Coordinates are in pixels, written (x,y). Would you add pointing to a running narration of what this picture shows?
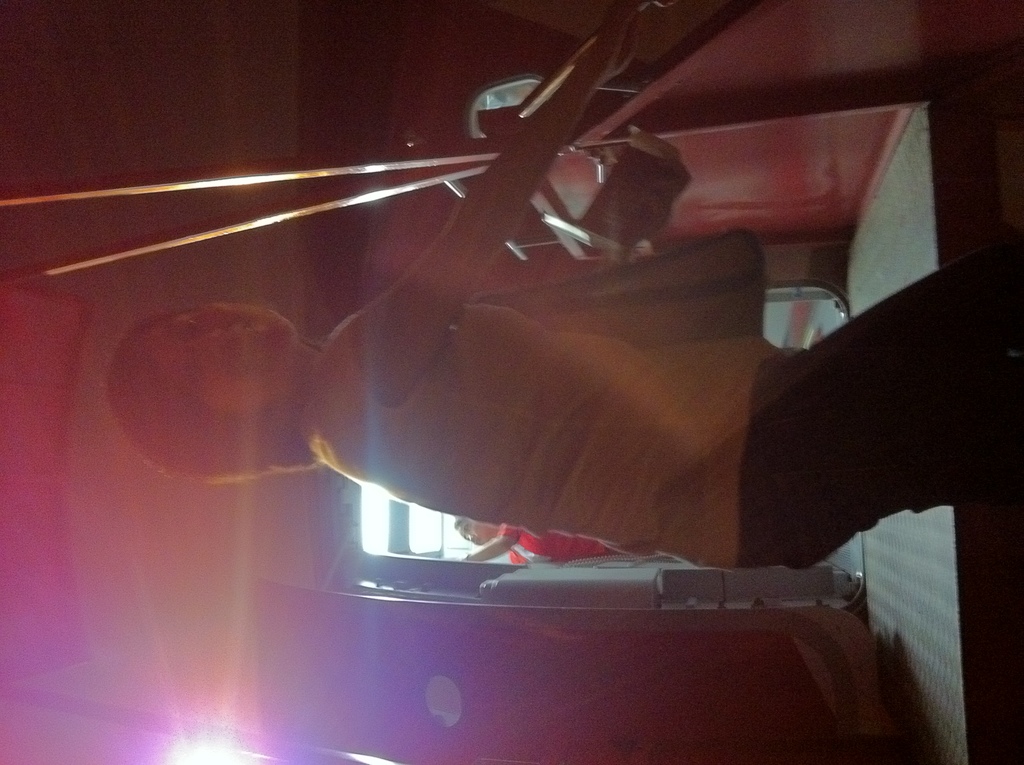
On the right side (774,377) there is a lady (610,345) wearing a bag (640,260) and holding on a wall (723,104). In the back (512,554) a person (496,553) is standing. Also there is light (226,733).
